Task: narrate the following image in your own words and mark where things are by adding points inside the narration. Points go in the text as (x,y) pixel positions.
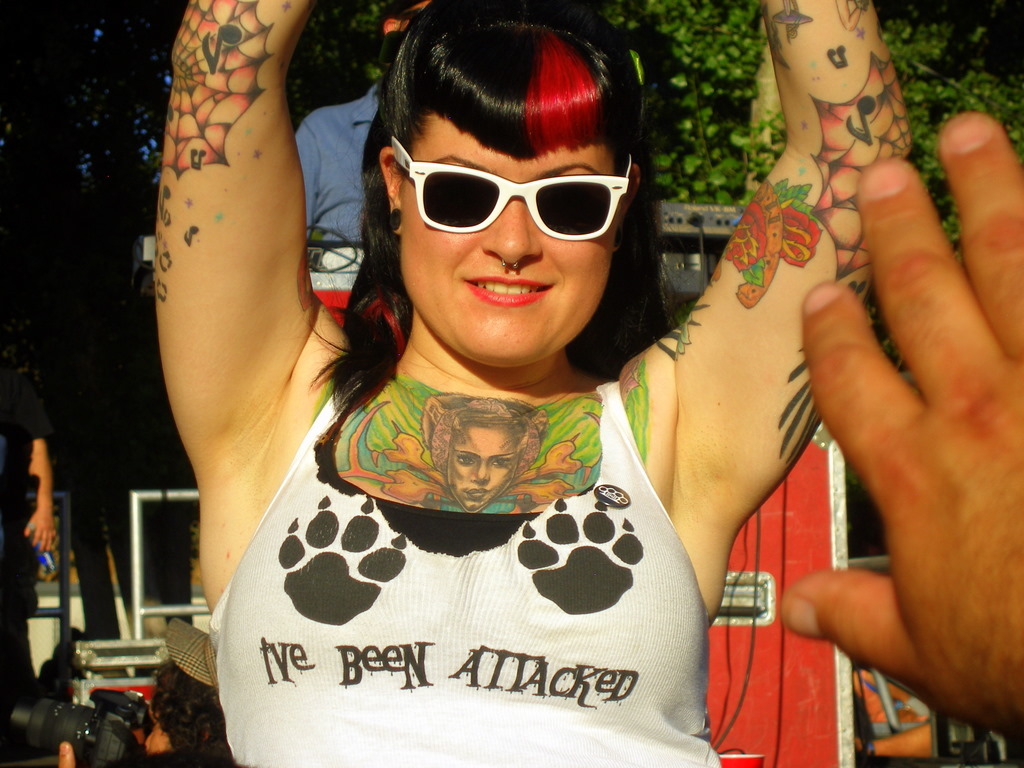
In the image we can see there are people (770,226) wearing clothes (651,618). This woman (438,523) is wearing ear studs (394,221), goggles (570,206) and a nose ring (505,269). This is a hand (878,443), objects (780,612), cable wire (748,672) and leaves (748,58).
